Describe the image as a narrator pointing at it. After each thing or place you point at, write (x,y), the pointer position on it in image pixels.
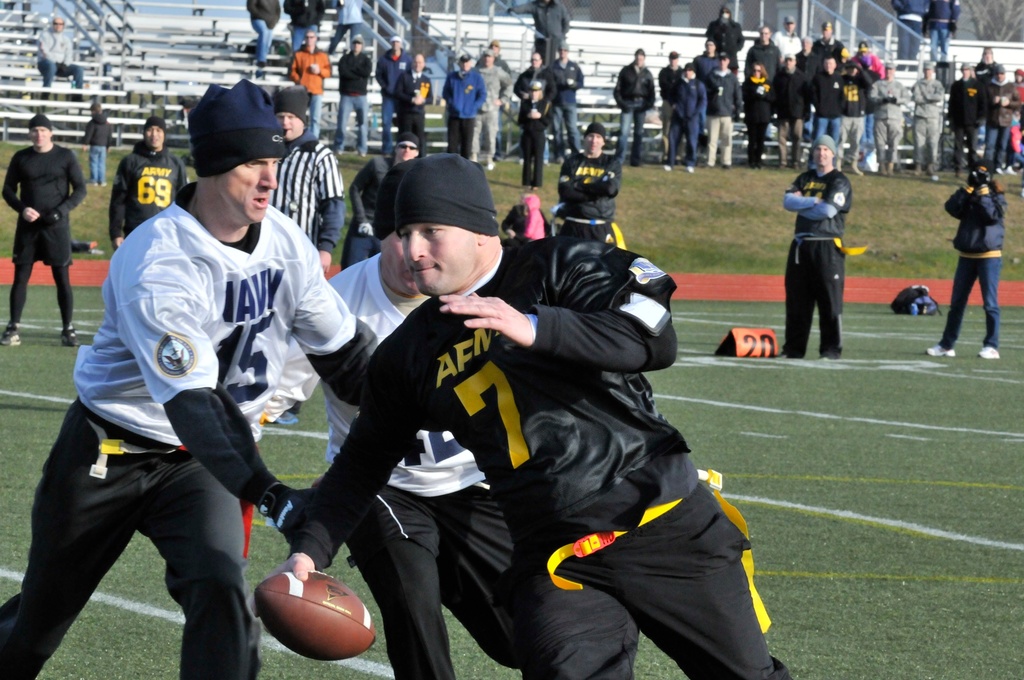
This picture describes about group of people (688,157) few people (559,440) are playing game in the ground (779,434) and few are standing outside of the ground (800,532).
